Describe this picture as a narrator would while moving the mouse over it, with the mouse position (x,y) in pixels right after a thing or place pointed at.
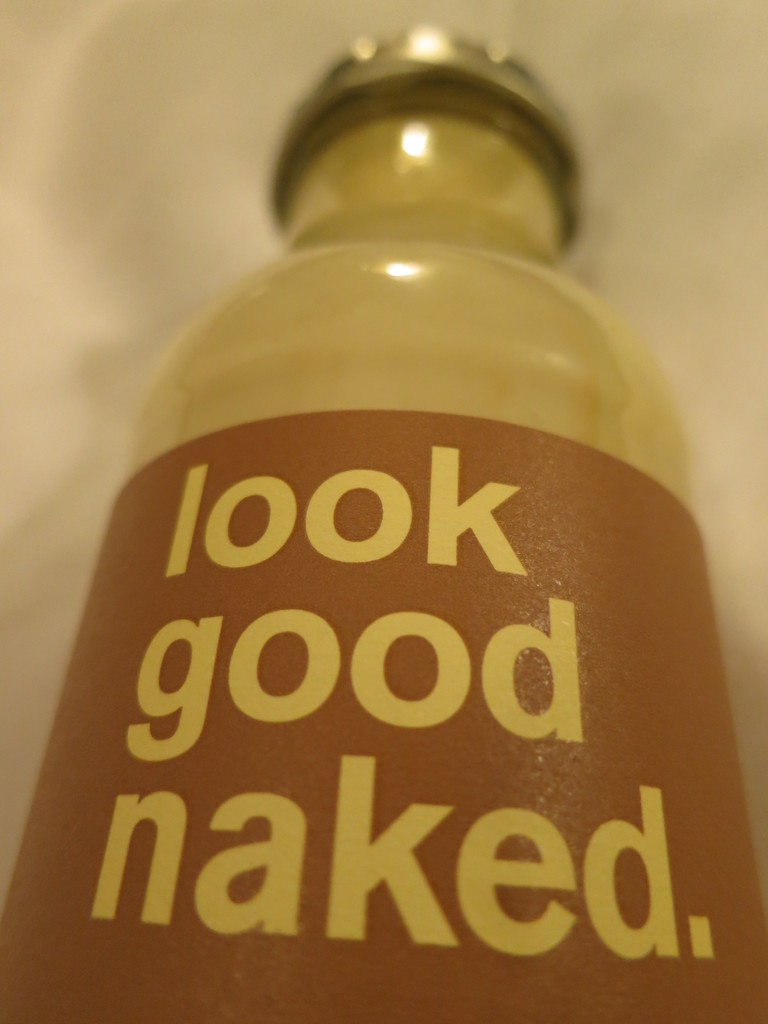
There is a bottle (238,656). The bottle (357,659) has a sticker (428,600). The bottle (603,451) has a cap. The bottle (481,285) placed on a floor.
